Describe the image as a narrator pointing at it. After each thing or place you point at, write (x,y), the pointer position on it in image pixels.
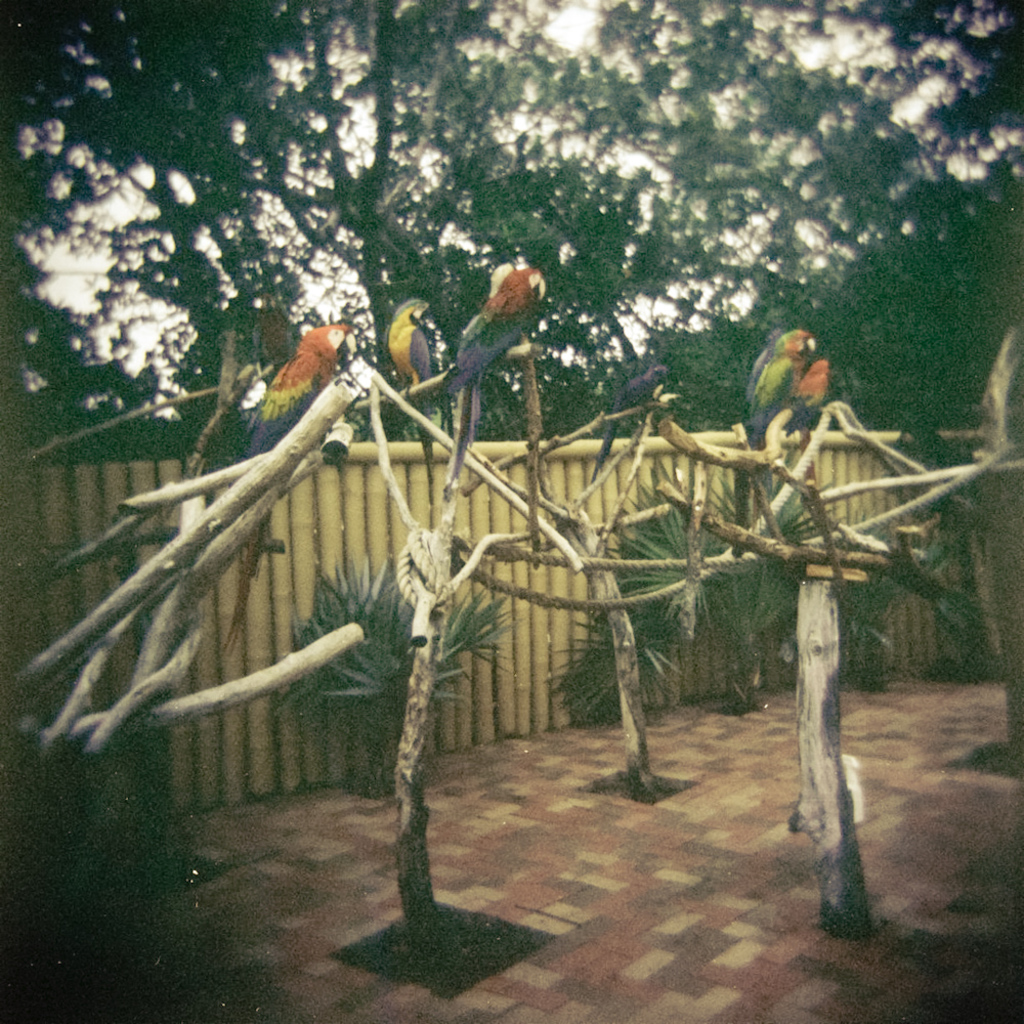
In this image we can see few birds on the tree trunks (821,806) and rope (664,565) to the trunks (768,548) there are few plants (401,666), a wooden fence (350,513) and tree (626,212) in the background (596,242).
